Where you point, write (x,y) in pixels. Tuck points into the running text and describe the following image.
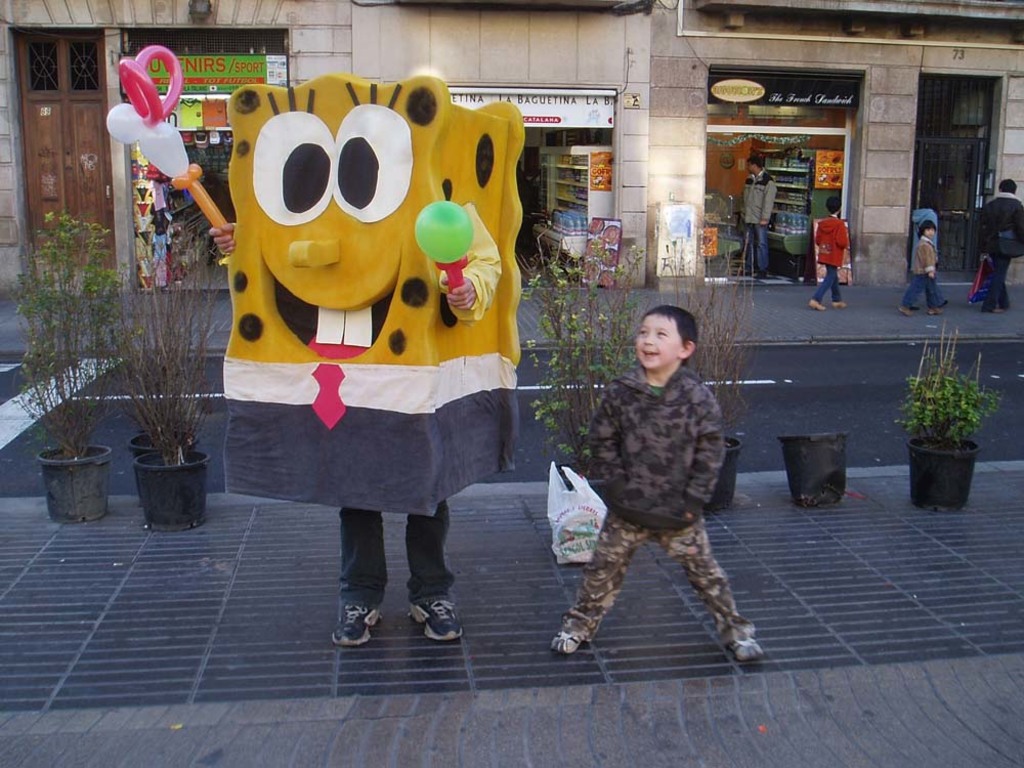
In this picture we can see a person (435,561) and a kid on the ground (457,647) and a person (457,629) is wearing a costume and holding balloons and in the background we can see a polythene cover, houseplants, few people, building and few objects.
